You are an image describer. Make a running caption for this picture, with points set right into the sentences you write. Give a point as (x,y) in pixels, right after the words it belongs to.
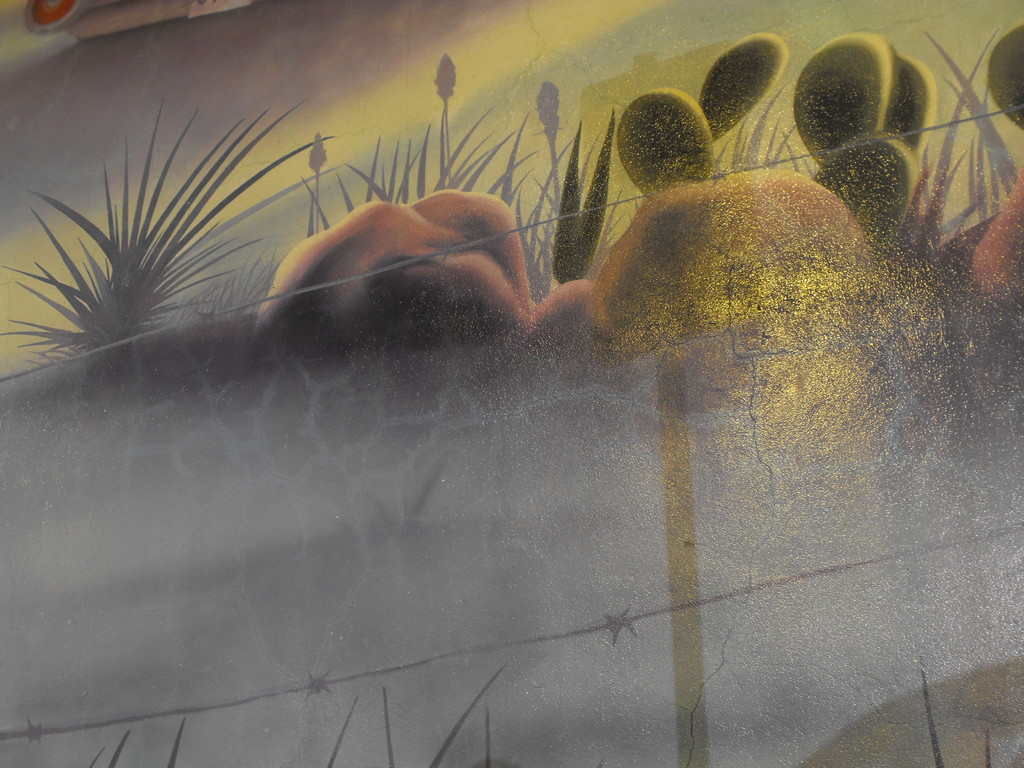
In this picture we can see painting (633,440) on the wall (655,453).
